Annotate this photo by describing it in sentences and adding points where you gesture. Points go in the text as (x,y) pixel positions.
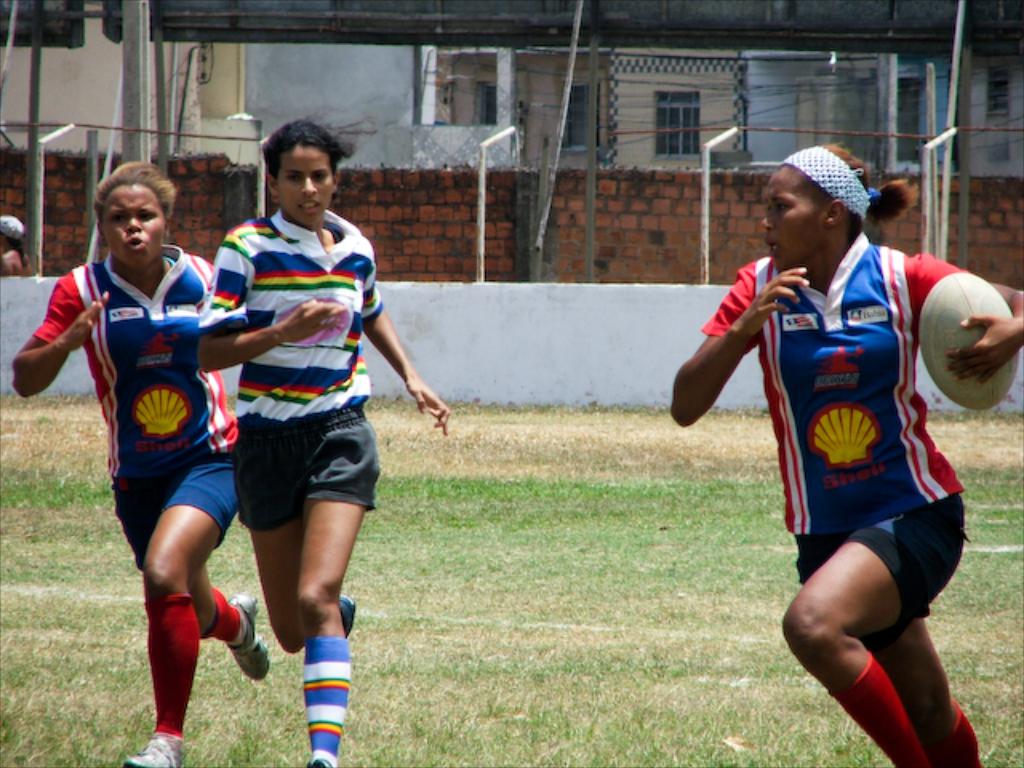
In the image there are three girls (803,469) running. On the right side of the image (895,412) here is a girl (907,378) holding a ball (971,306) in her hand (964,360). On the ground (644,485) there is grass (545,713). Behind them there is a wall (25,333) with poles (943,214). And also there are buildings (854,110) with walls (86,70) and windows (901,111). And there is a construction of a wall (414,53).
